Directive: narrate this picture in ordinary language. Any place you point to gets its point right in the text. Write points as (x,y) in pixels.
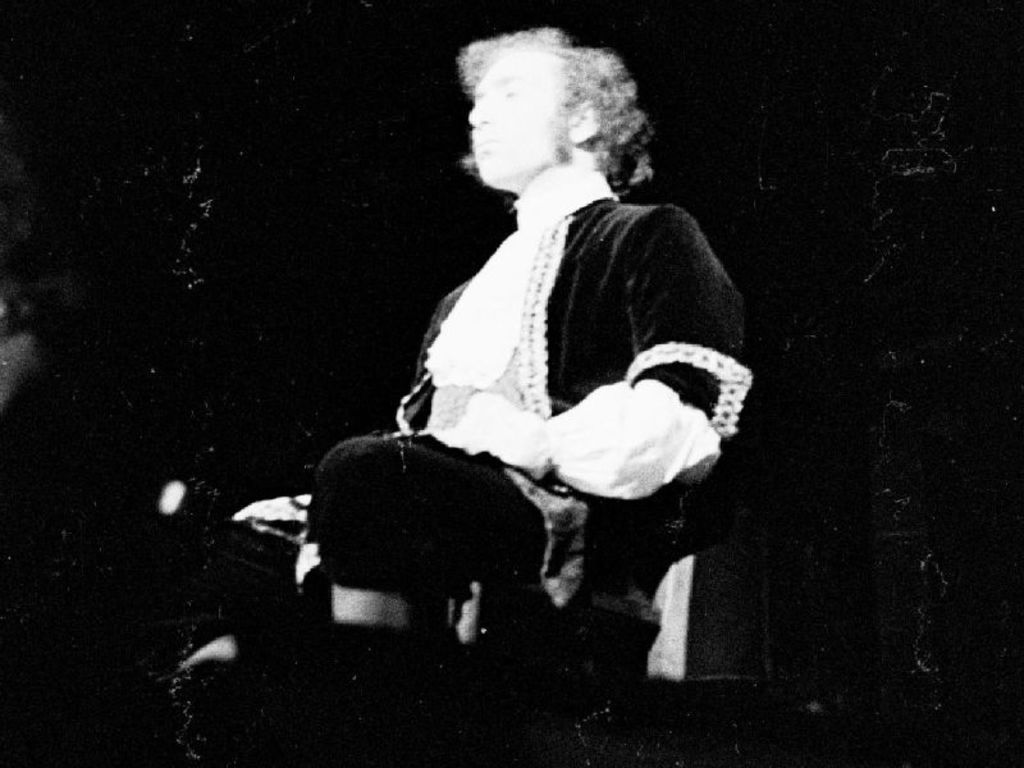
There is a person (479,517) sitting on chair (472,640).
